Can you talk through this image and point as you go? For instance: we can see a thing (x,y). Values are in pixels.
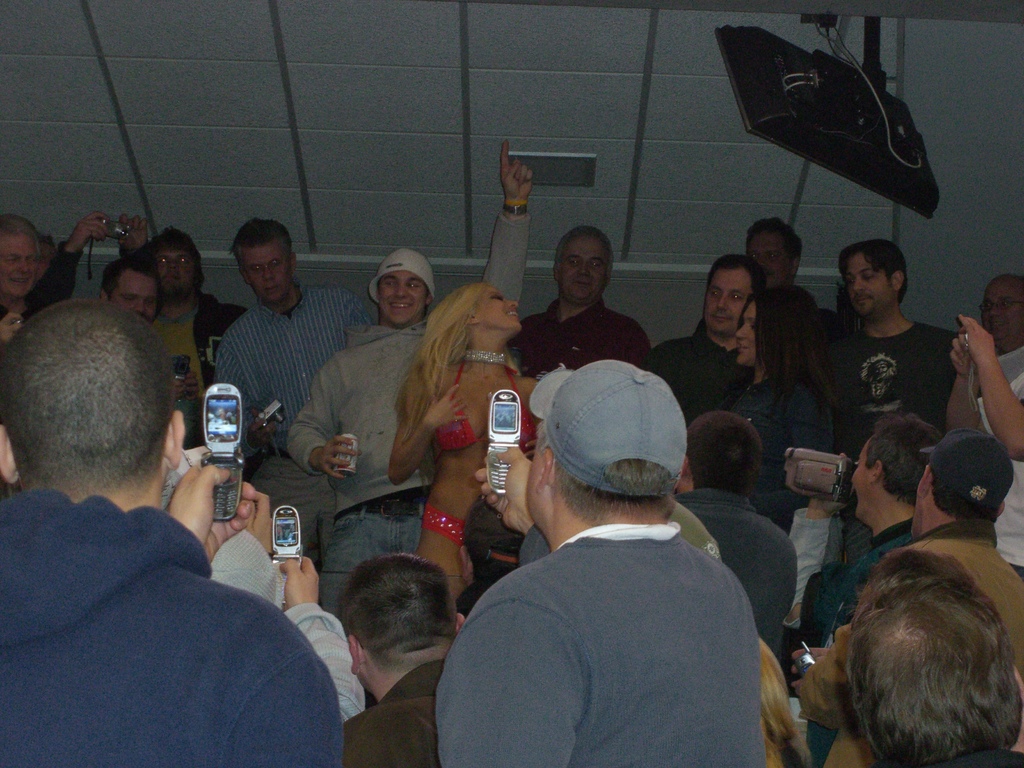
In this picture few people (337,740) are standing and few of them holding mobiles (284,521) and couple of them holding cameras (827,477) and taking pictures and I can see a television (812,95) and few of them wore caps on their heads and a man (379,425) holding a can (339,466) in his hand (328,449).
